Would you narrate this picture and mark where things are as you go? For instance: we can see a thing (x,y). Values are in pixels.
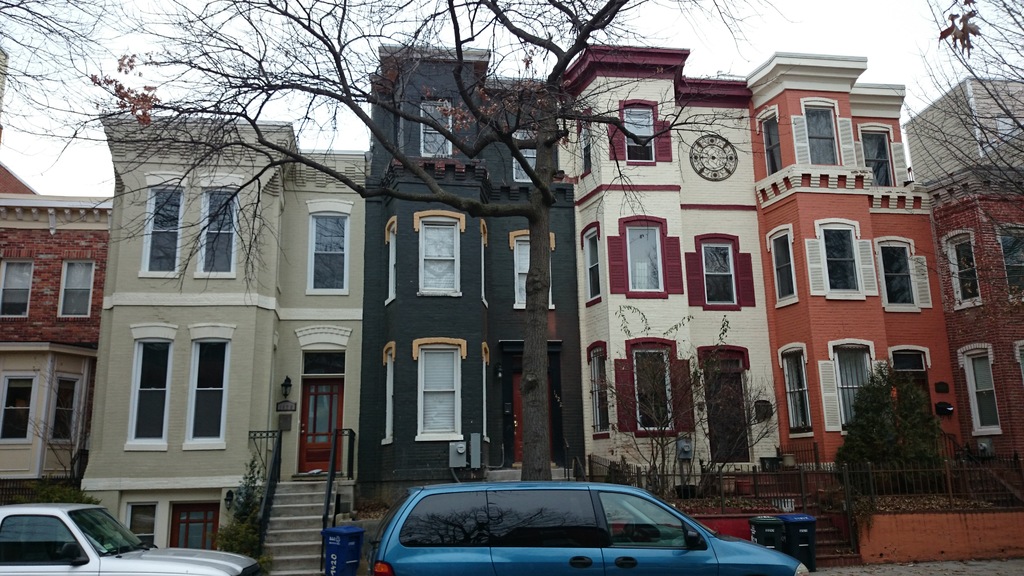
In this picture we can observe two cars (465,534) on the road (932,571). They are in blue and white color. We can observe different colors of buildings (371,292). There are some trees (660,435). In the background (709,62) there is a sky (54,138).
